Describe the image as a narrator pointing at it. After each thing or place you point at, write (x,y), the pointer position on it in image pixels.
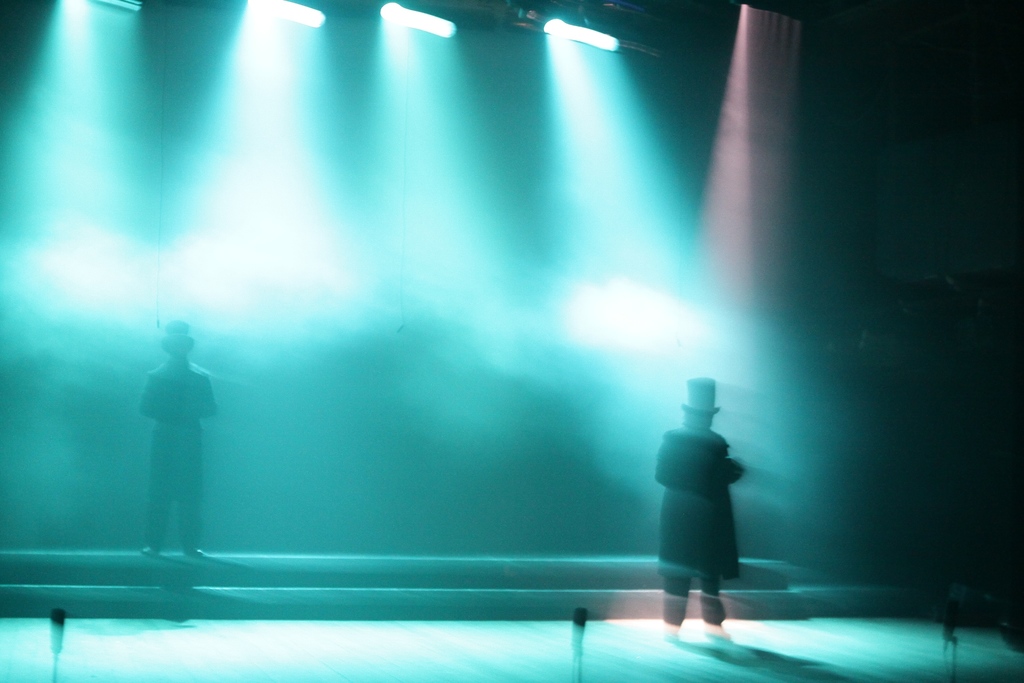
2 people (187,476) are standing. There are microphones (950,625) at the front (950,625). There are stairs (404,559) and lights (423,11) are present on the top (277,6).
